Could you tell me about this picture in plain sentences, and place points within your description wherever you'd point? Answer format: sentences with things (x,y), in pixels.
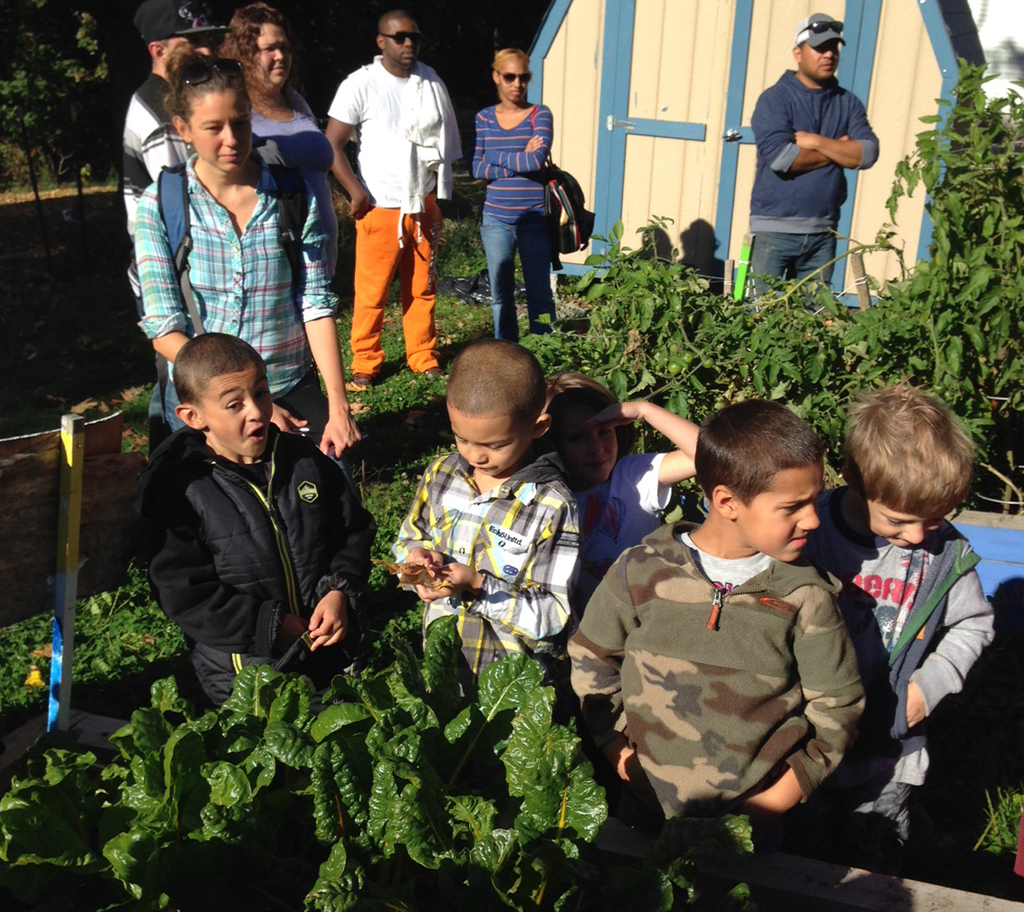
In this image we can see there are groups of people (454,373) standing on the surface of the grass (378,514), beside them there is a wooden house (690,100), beside that there are some plants (841,331) and trees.
